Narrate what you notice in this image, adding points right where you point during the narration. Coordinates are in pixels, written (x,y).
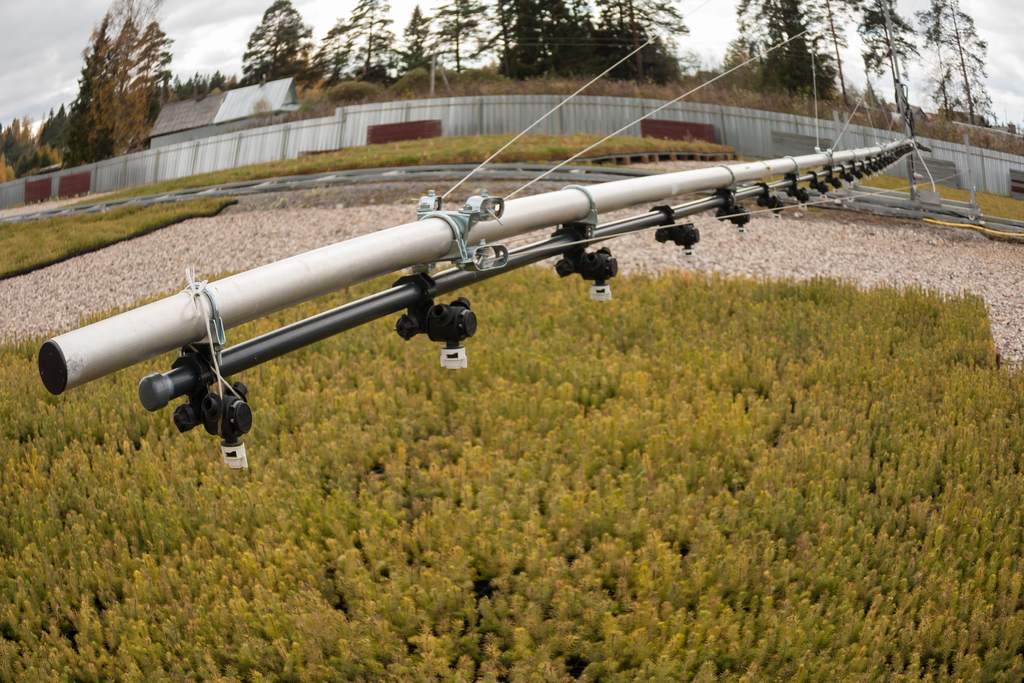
In this image there are some plants (760,445), trees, house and the wall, also we can see an object (400,235), which looks like a pipe (277,287), in the background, we can see the sky (804,16).
